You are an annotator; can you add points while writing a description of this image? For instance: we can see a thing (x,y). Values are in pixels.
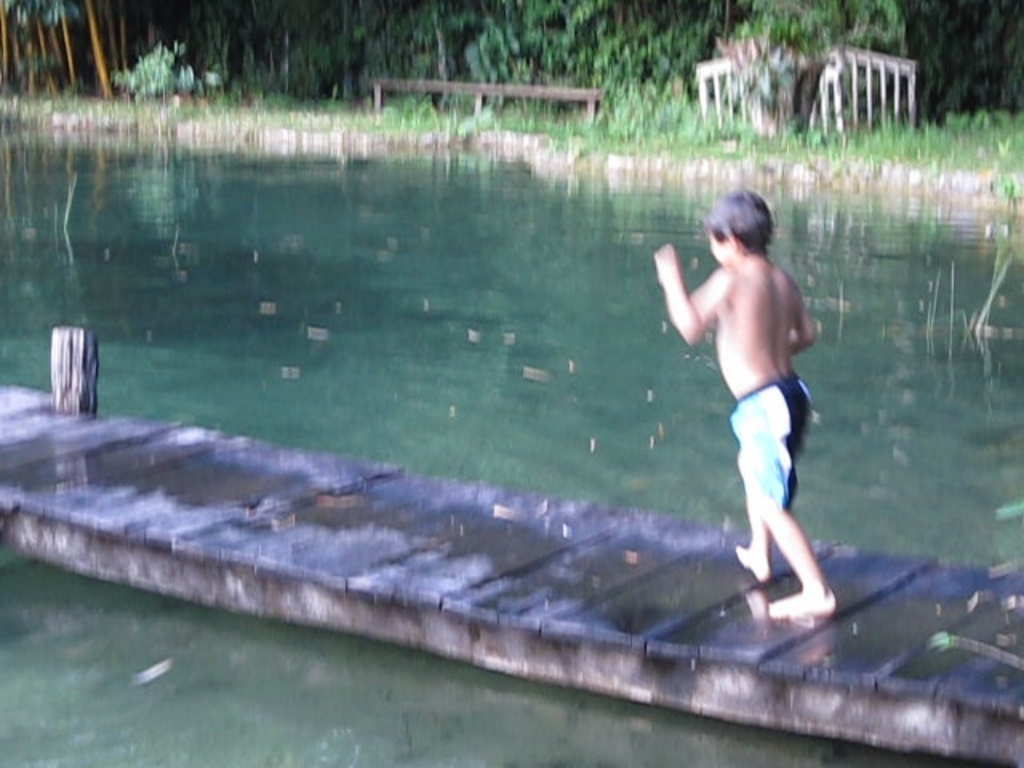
In this image we can see a boy (770,427) is walking on a platform (164,443) and we can see water (585,399). In the background (133,20) we can see plants (385,10) and objects (873,63).
